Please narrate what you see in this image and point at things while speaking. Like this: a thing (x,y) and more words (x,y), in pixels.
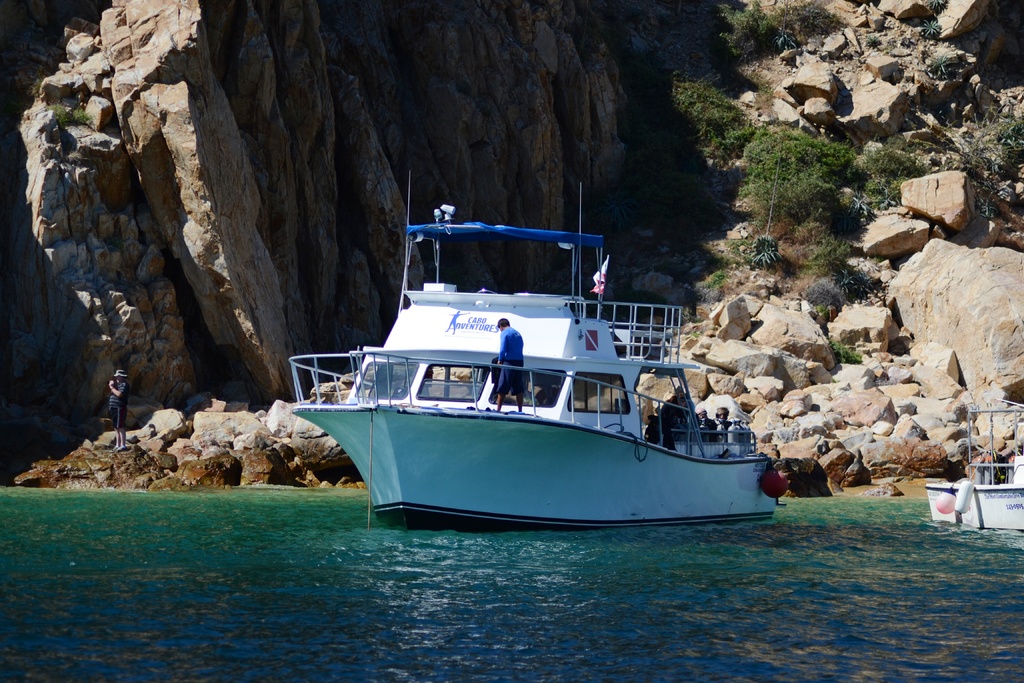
In this image, I can see two boats (709,467) on the water (804,499). I can see the rocks (907,227) and bushes (762,237). On the left side of the image (116,448), I can see a person (117,447) standing. I think this is a hill (155,175). I can see another person (517,386) standing on a boat (526,435).
